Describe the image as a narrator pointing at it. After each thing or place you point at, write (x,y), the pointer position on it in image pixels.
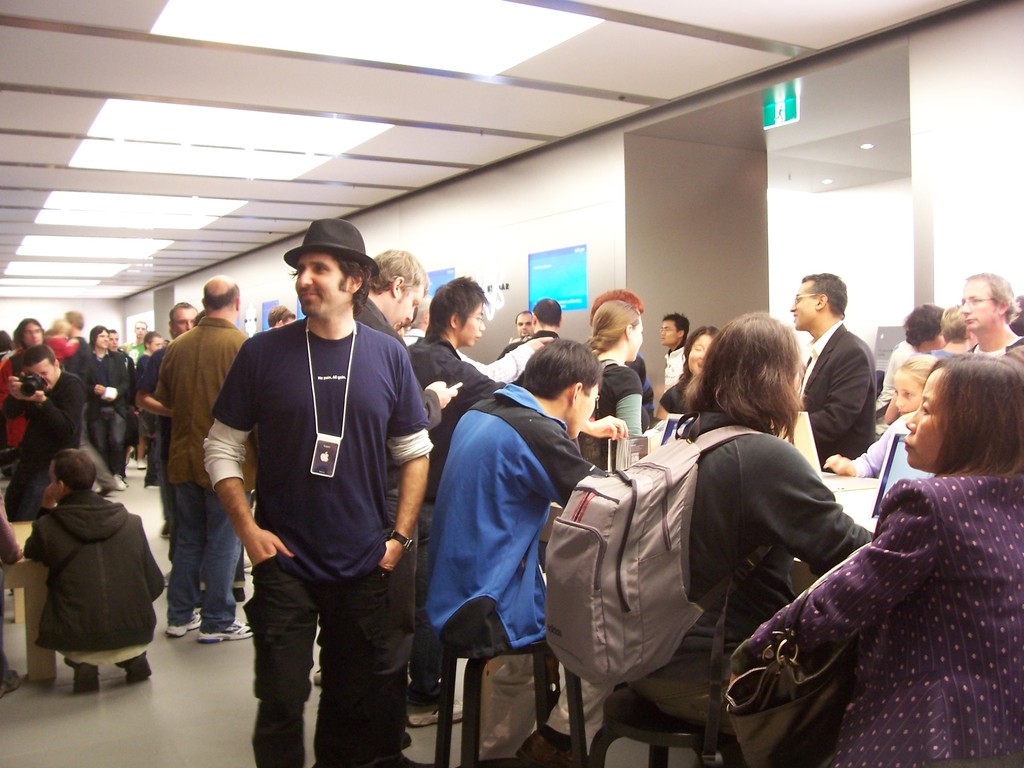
In this image there are people (922,629) sitting on the chairs (521,653). In front of them there is a table (837,499). On top of it there are laptops (906,475). Behind them there are a few other people (186,445) standing on the floor (161,717). In the background of the image (509,203) there are posters (563,264) attached to the wall (490,256). On top of the image (365,19) there are lights (490,28).
